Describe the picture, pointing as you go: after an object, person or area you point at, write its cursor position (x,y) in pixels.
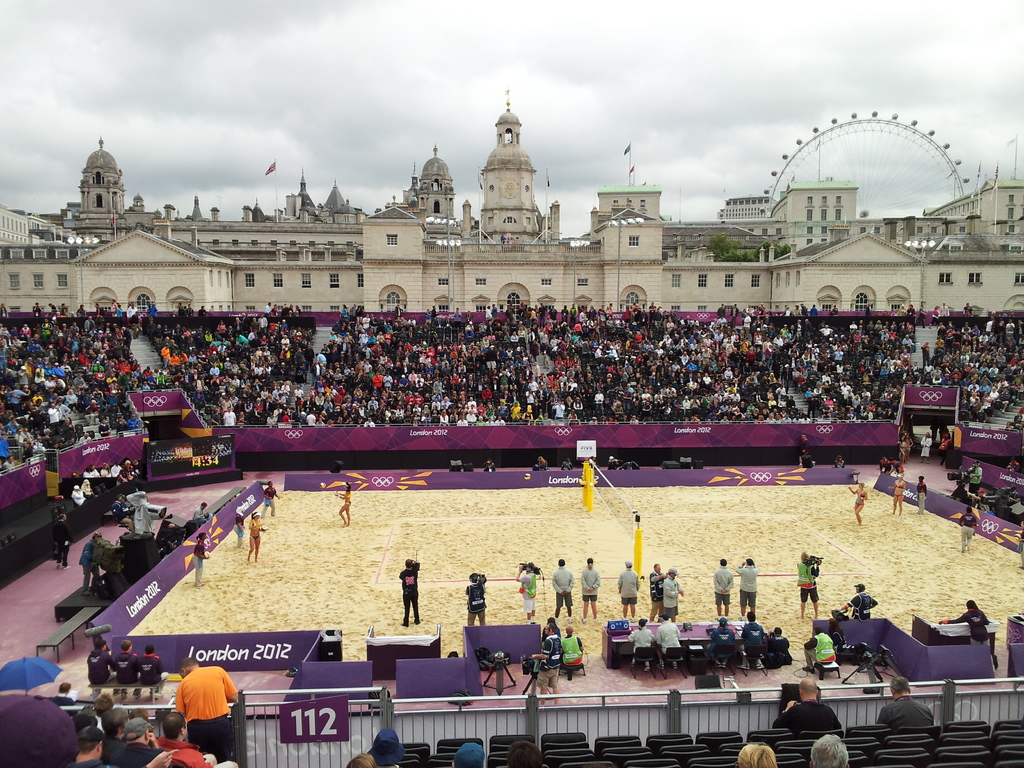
In the foreground (362,522) I can see a group of people (532,571) on the ground (421,533) are playing a volleyball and a fence (496,717). In the background (532,385) I can see a crowd (381,397), trees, flags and buildings (419,230). On the top (436,136) I can see the sky (482,79). This image is taken may be in a stadium (529,690).
